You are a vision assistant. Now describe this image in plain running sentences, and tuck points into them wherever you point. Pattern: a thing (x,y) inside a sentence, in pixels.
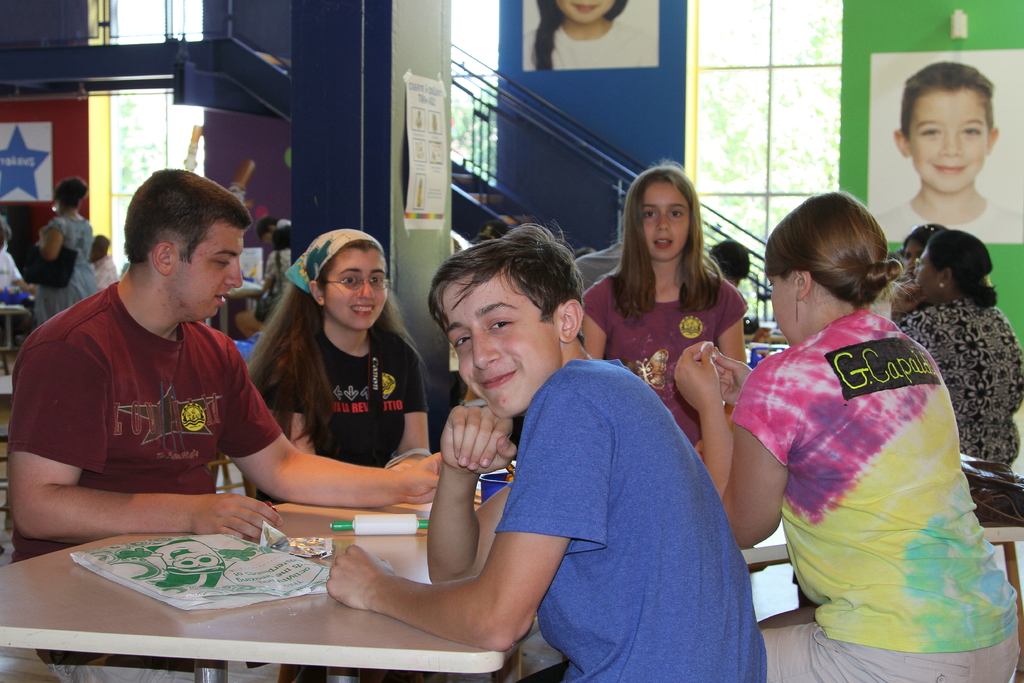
In this image we can see the inner view of a building (435,4) and there are some people (437,584) and we can see a table (12,606) and there are some objects (310,544) on the table (238,637). In the background (532,86), we can see the wall (997,253) with photo frames (946,218) and there is a stairway (537,122) and we can see a pillar (360,223) with a poster (428,96).
